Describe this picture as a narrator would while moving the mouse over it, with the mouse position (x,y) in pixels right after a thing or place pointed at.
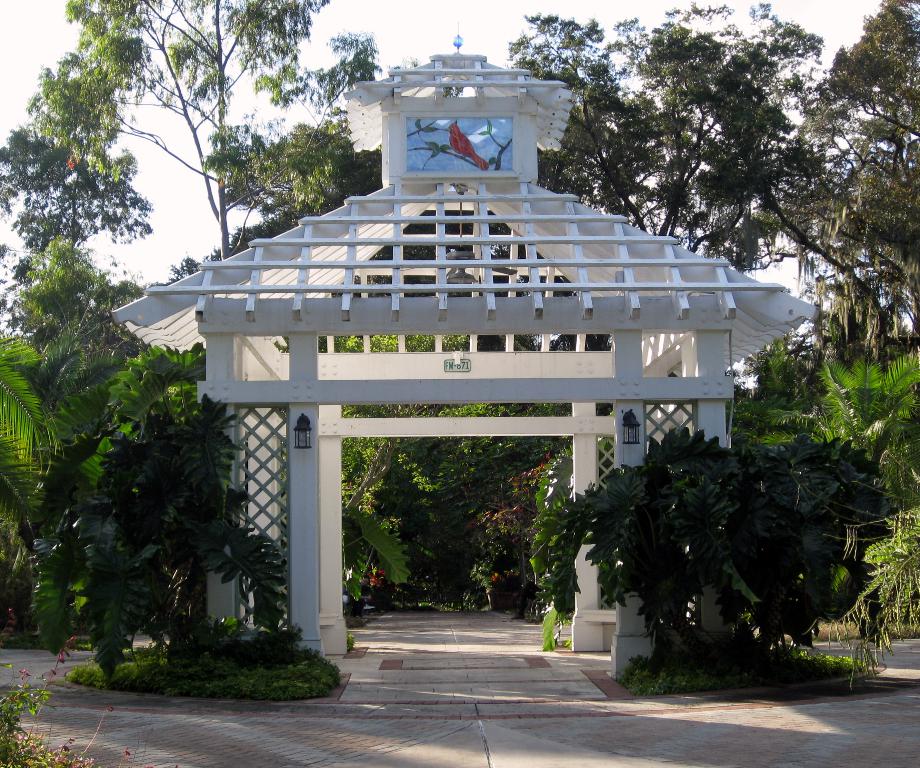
In the foreground of this image (475,265), there is a shelter (603,250) like an architecture (264,430) and around it there are trees (811,271). At the bottom (541,747), there is pavement (449,746). At the top (448,8), there is the sky (434,15).
